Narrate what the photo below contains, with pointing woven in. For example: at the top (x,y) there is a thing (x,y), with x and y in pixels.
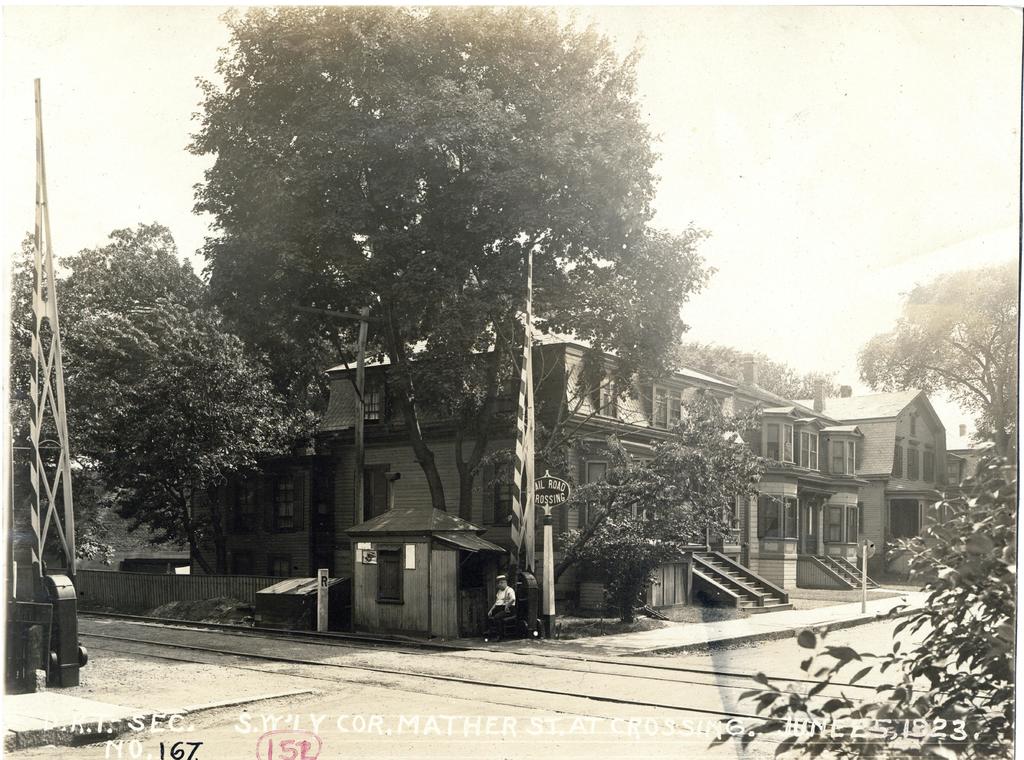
In this image we can see the houses (842,442) and glass windows (910,472), trees (903,540), rods (68,556), we can see the shed (459,598), one person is sitting on the chair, we can see the railway track (843,715), metal fence (180,579), at the top (915,203) we can see the sky (918,188), at the bottom (814,738) we can see some written text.
